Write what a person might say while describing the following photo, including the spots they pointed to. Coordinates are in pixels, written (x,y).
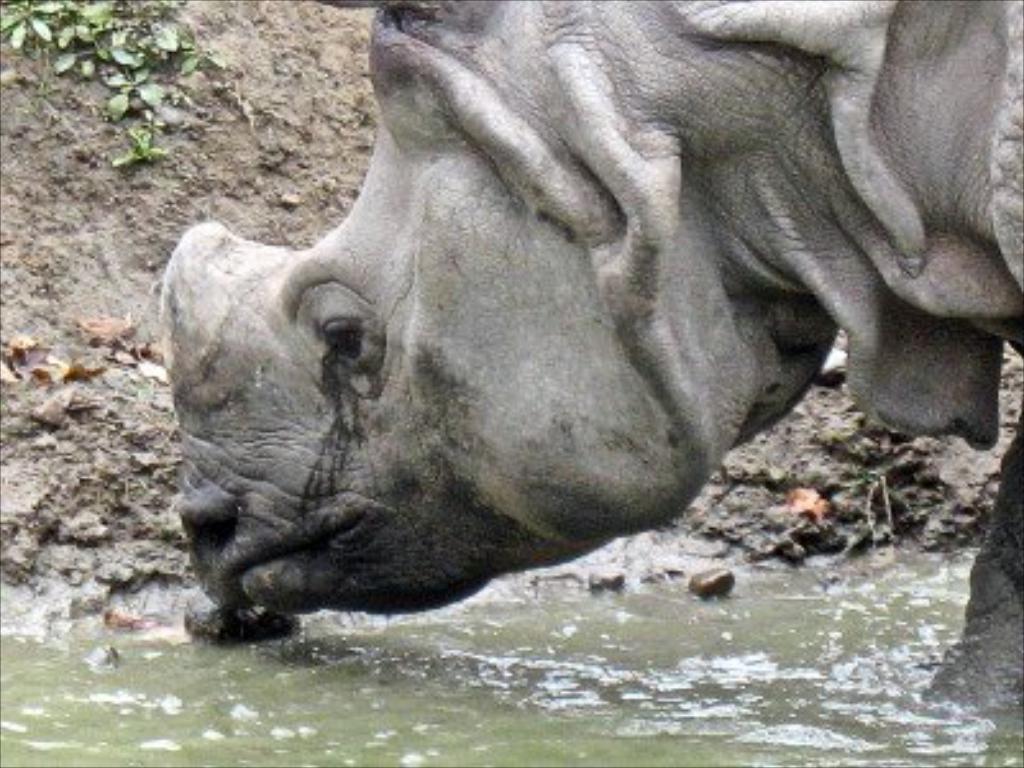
In this image we can see an animal (630,426) in the water (864,687).
